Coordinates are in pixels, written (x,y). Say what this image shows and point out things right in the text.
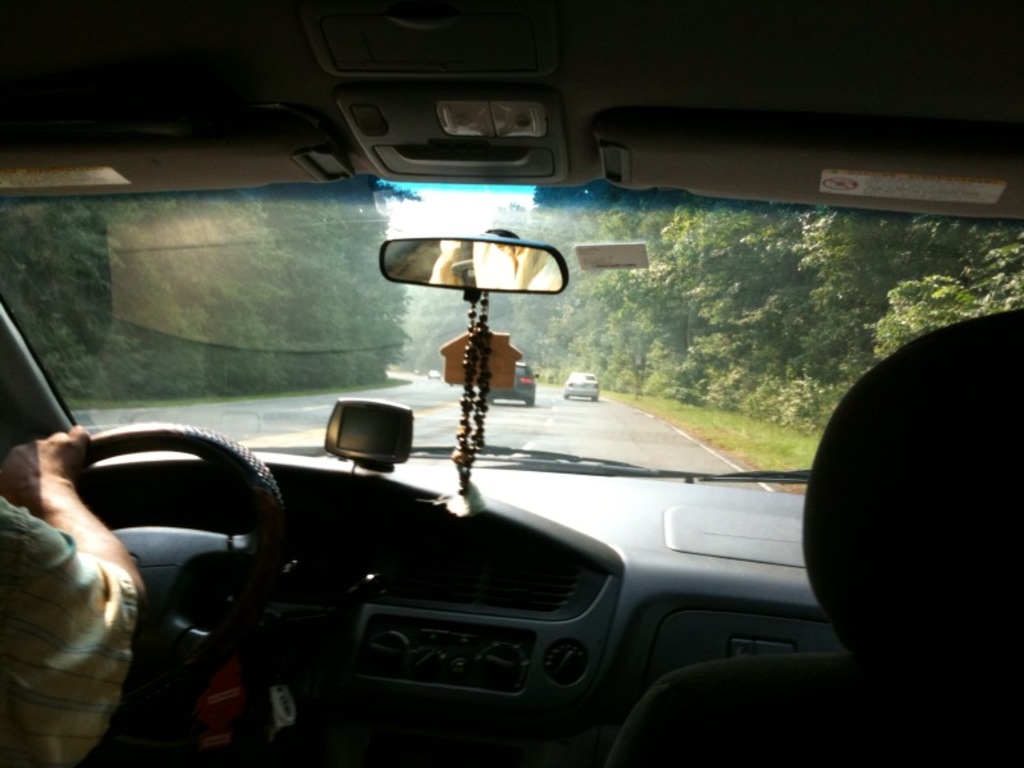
The image is taken from inside a vehicle (838,59), there is a person (91,561) sitting in front of the steering (177,593) and outside the vehicle (497,677) there are some other cars (525,387) moving on the road (542,406), the road (573,401) is surrounded with plenty of trees (549,359).
